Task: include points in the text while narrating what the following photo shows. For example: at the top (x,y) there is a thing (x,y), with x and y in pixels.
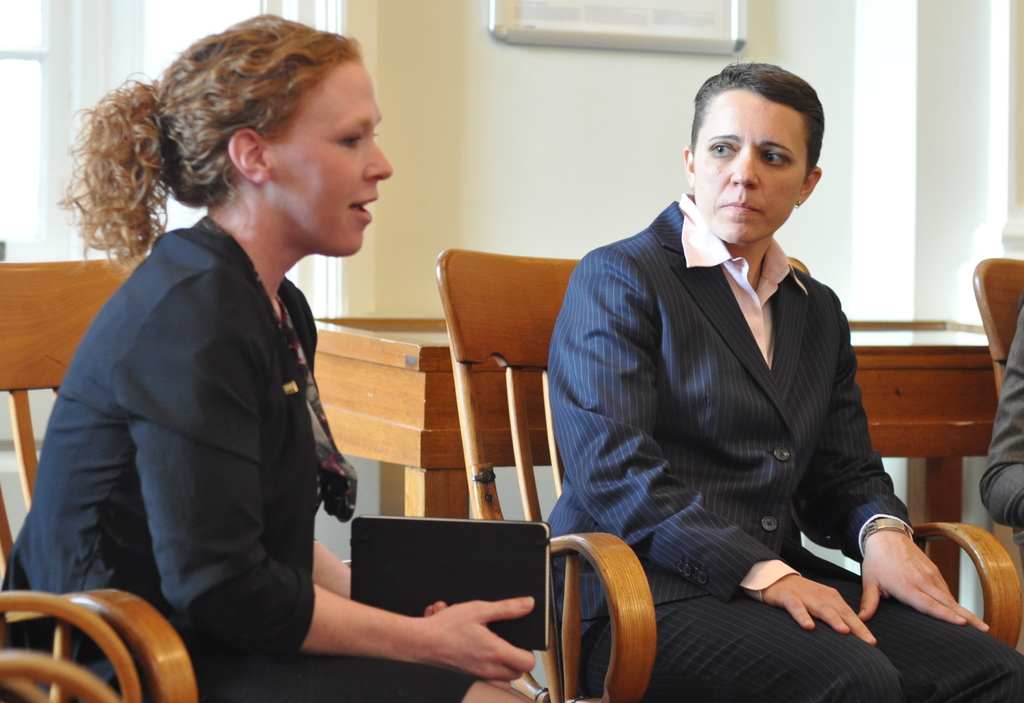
I can see in this image there are two women (743,336) are sitting on a chair (480,325). I can also see there is a table (878,394) and a wall (549,162).
